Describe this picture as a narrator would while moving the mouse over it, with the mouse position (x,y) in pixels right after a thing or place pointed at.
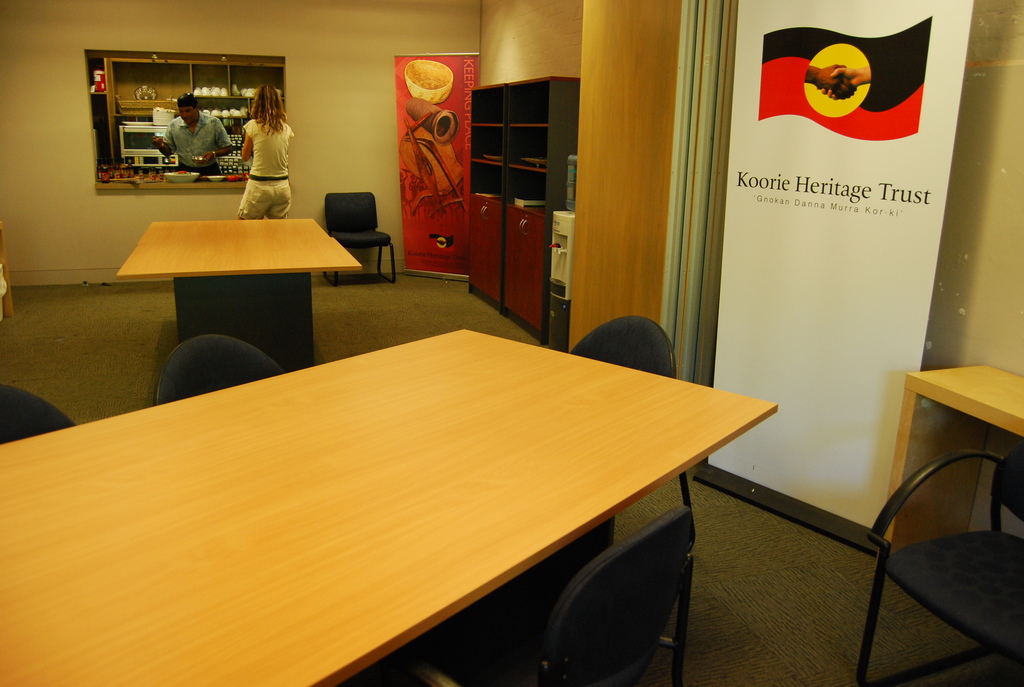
In this picture we can see a table (570,475) couple of chairs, hoardings (790,277), water filter (551,338), cupboards (489,145) and two persons (206,146), behind the Man (159,140) we can see a oven (159,160) and couple of cups (227,110).
